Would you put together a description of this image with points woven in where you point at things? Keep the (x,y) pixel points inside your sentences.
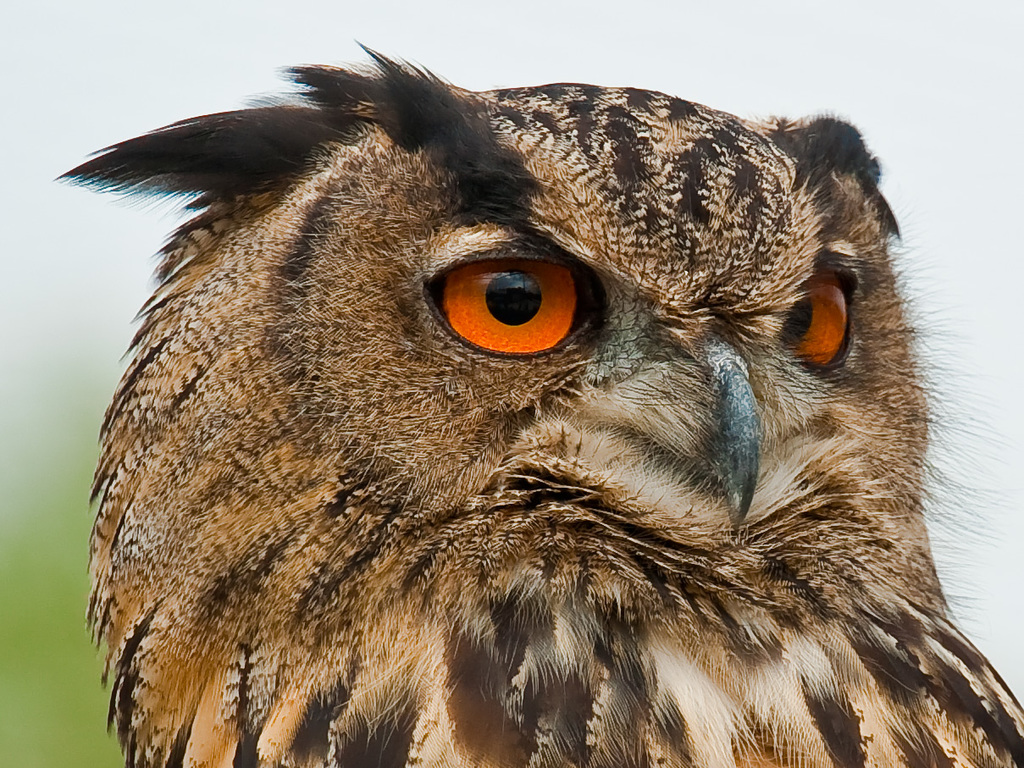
This image consists of an owl (489,344). It is in brown color. It has eyes (571,276) and beak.
